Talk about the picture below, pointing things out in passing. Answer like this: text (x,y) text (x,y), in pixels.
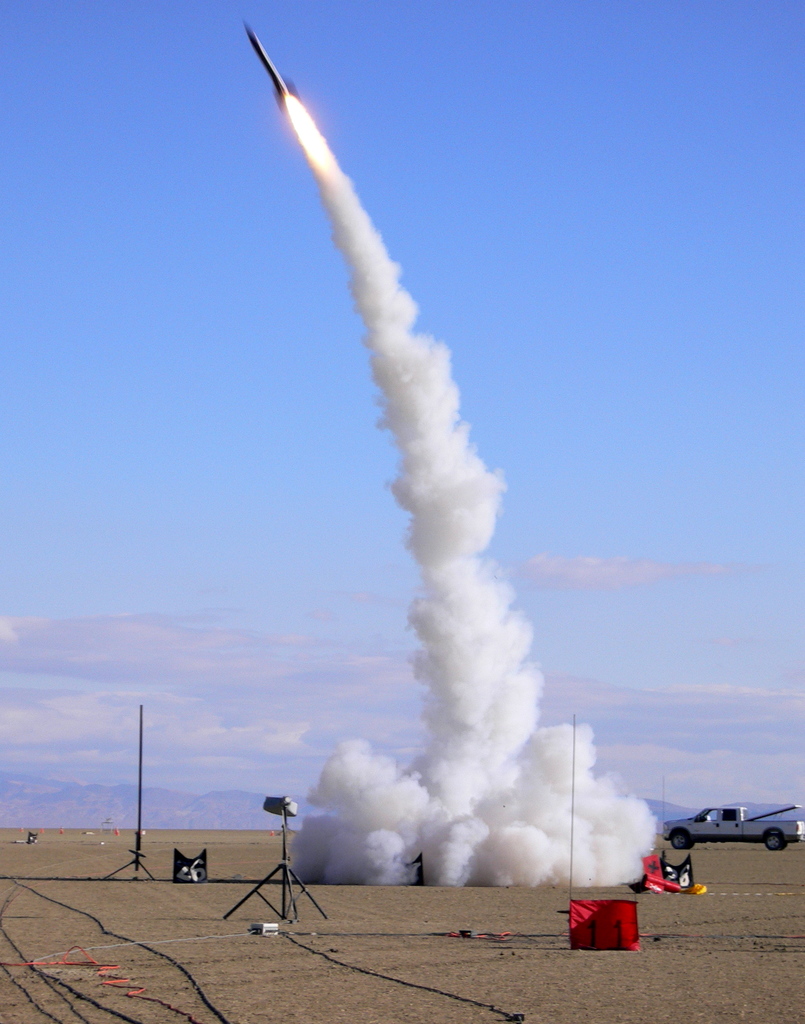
In the image I can see a place where we have a vehicle (776,848), stands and also I can see a rocket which is flying and also I can see some mountains (800,813) and some smoke (427,826).
